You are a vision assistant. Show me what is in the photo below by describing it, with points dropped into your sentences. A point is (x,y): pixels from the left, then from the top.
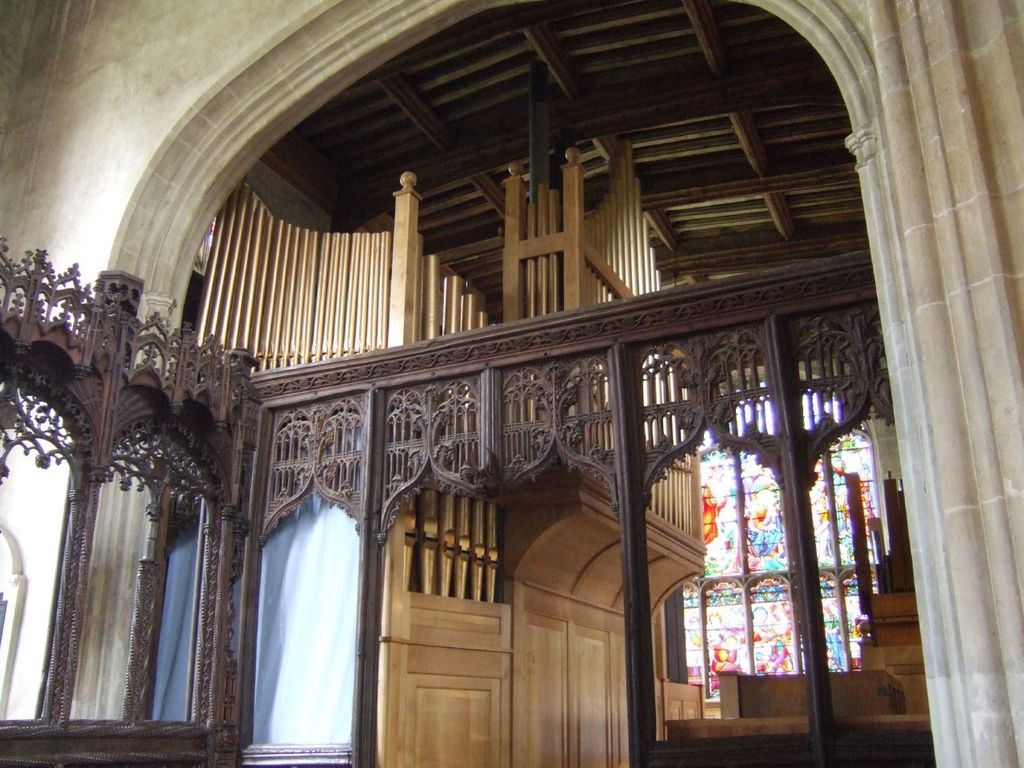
In this picture I can observe interior view of a building (718,245). In the middle of the picture (431,463) I can observe design (522,422) which is made up of wood (496,419). In the background (765,533) I can observe stained glass (737,543).
